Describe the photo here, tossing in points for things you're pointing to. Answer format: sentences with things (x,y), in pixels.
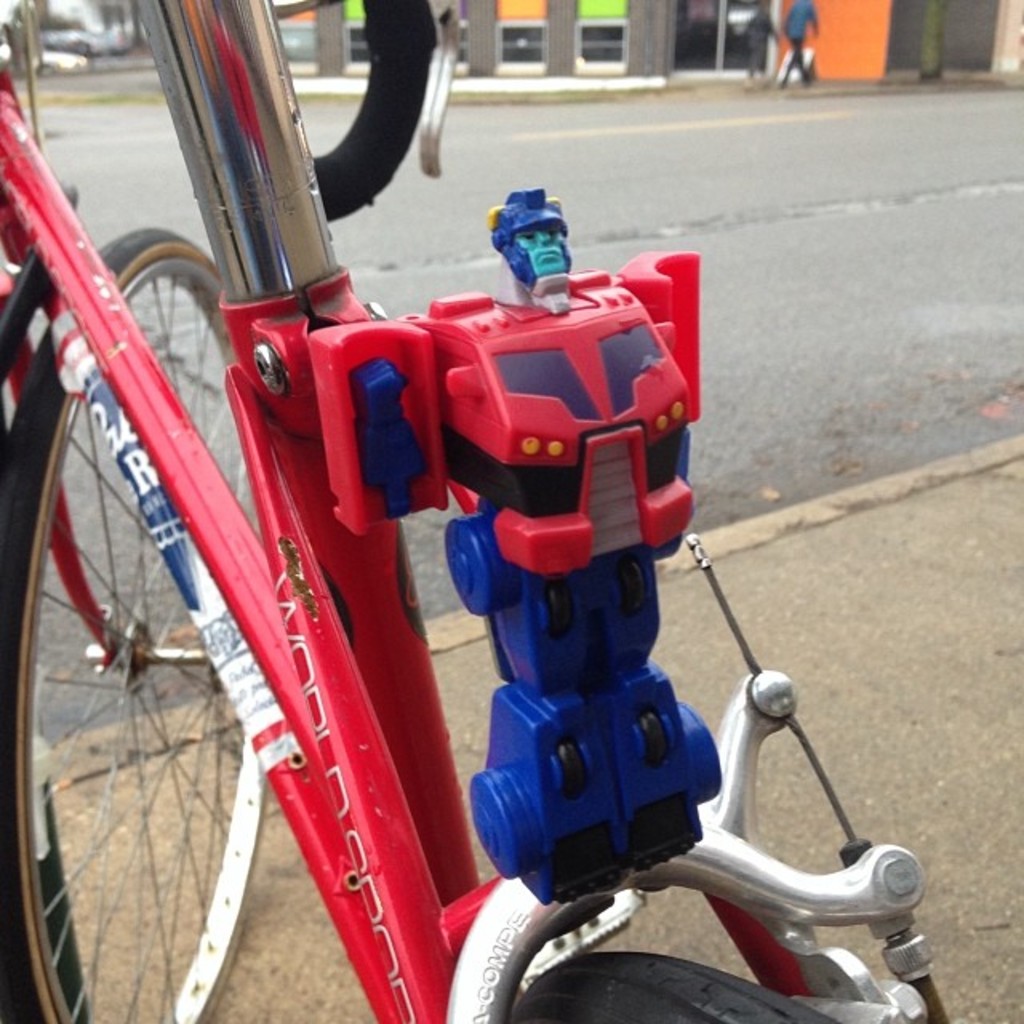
In the image we can see there is a bicycle (283,773) parked on the footpath (261,946) and there is a robot toy (594,594) kept on the bicycle (750,952). Behind there is a road (793,213) and there are people (757,49) standing on the footpath (688,84). The image is little blurry at the back (713,31).
